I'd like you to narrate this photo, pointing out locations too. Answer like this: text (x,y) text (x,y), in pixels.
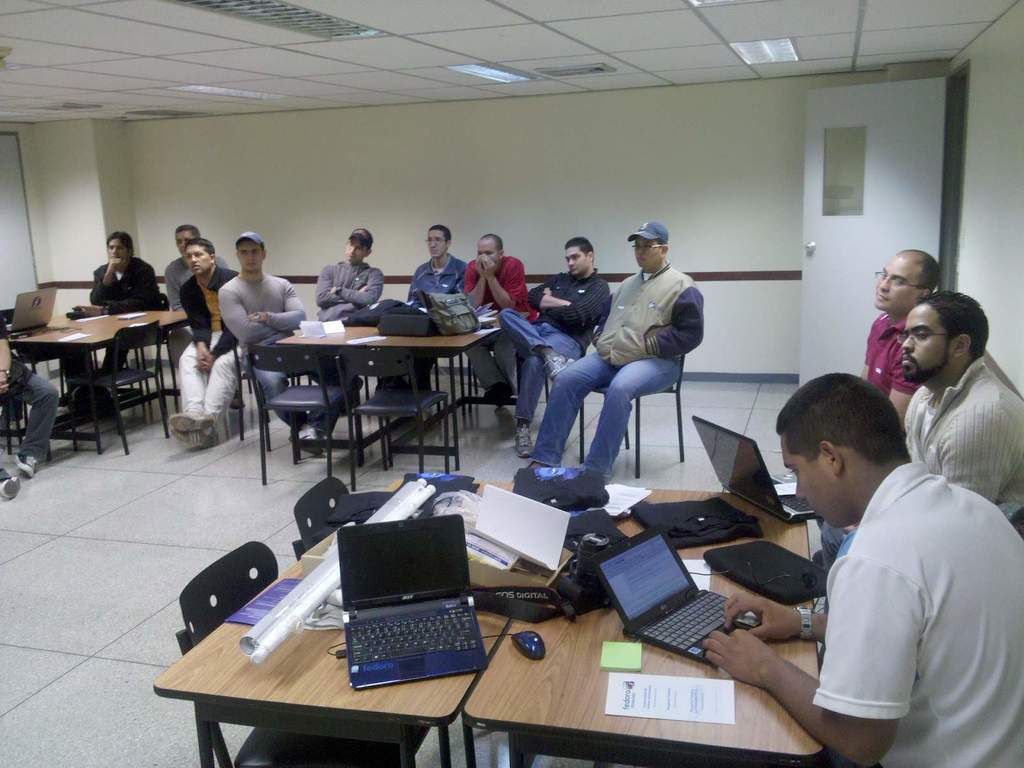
In this room (321,100) every person (673,313) is sitting on chairs (681,390). In-front of this person's (970,518) there are tables (553,670), on tables (65,344) there is a paper (659,688), mouse (530,649), laptop (431,639) and bag (785,568). This is door (878,170) in white color. This 2 persons (259,236) wore cap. This is whiteboard (13,209). This man (816,447) is using a laptop (660,616).
